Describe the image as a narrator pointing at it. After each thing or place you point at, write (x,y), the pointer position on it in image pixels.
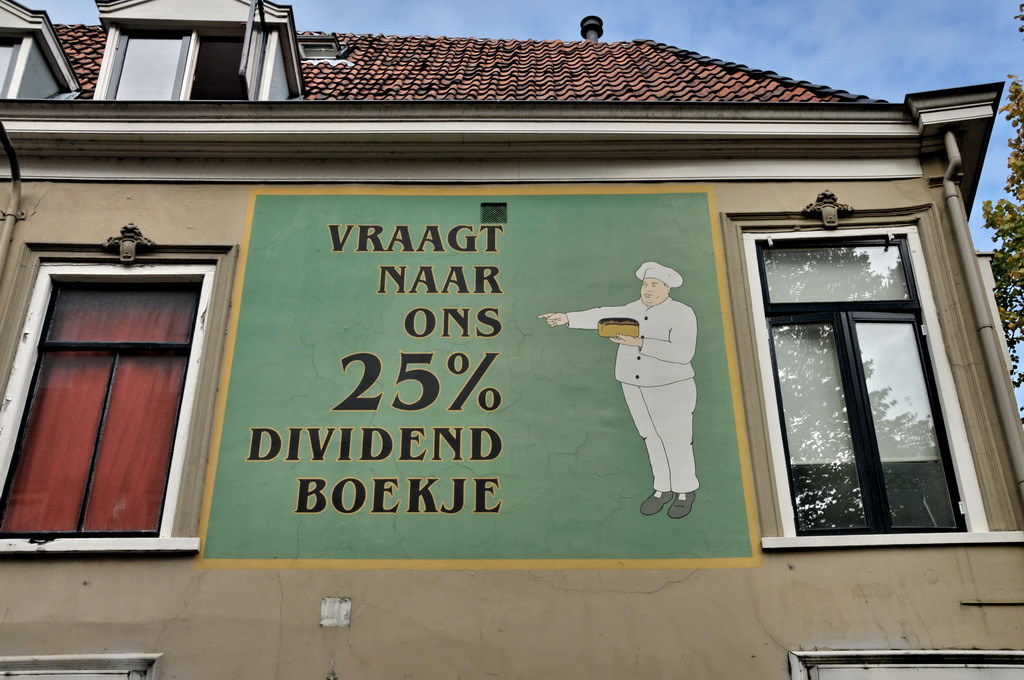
This image is taken outdoors. At the top of the image (455,22) there is a sky (712,27) with clouds (880,41). On the right side of the image (1012,283) there is a tree (1022,176). In the middle of the image (561,346) there is a house (405,287) with walls (741,551), windows (896,415) and a roof (657,59). There is a painting (523,458) of a man (630,399) and there is a text (396,278) on the wall (419,633).
